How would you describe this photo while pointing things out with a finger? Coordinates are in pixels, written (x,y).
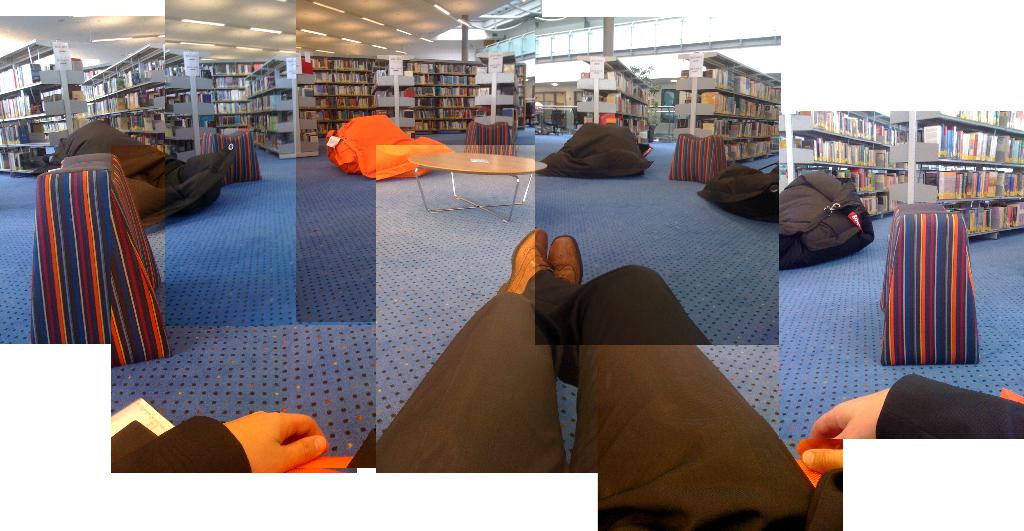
In this image at the bottom (517,440) there is a man (755,440) sitting he wears trouser (544,401) and shoes (546,265). In the middle (665,230) there is a library (607,104), books (715,131), bag (817,217), table (492,161) and floor (408,277). At the top (357,42) there are many lights (273,32).
